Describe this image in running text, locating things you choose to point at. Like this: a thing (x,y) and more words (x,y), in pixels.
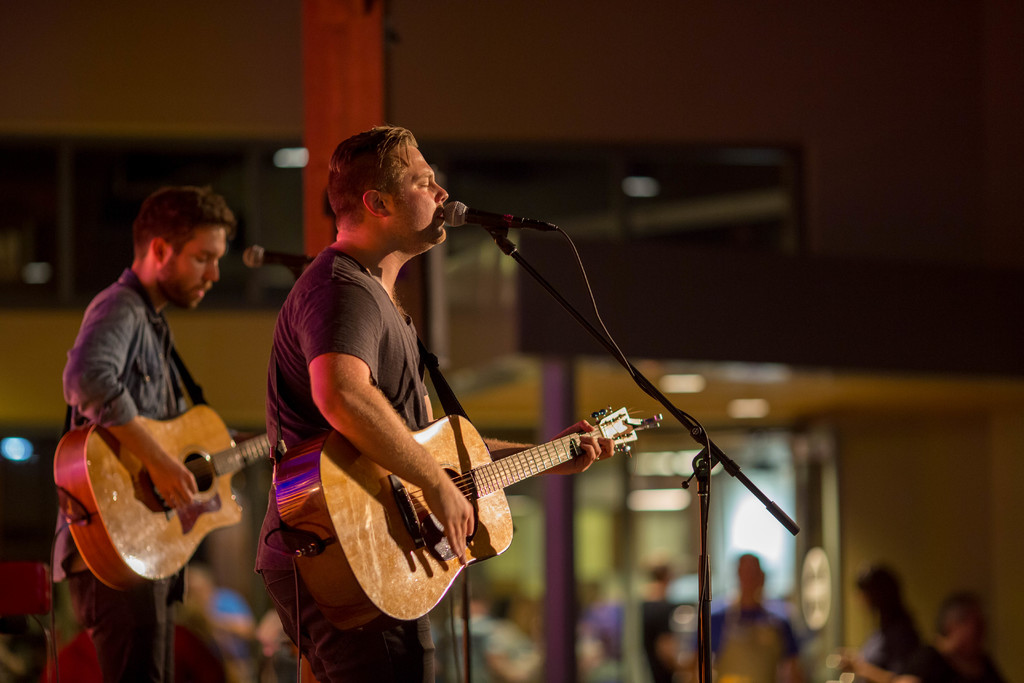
These two persons (290,417) are standing and playing guitar (299,463), this person (363,170) singing. There are microphones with stands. On the background (566,103) we can see wall (580,347), persons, pillar (556,596).
